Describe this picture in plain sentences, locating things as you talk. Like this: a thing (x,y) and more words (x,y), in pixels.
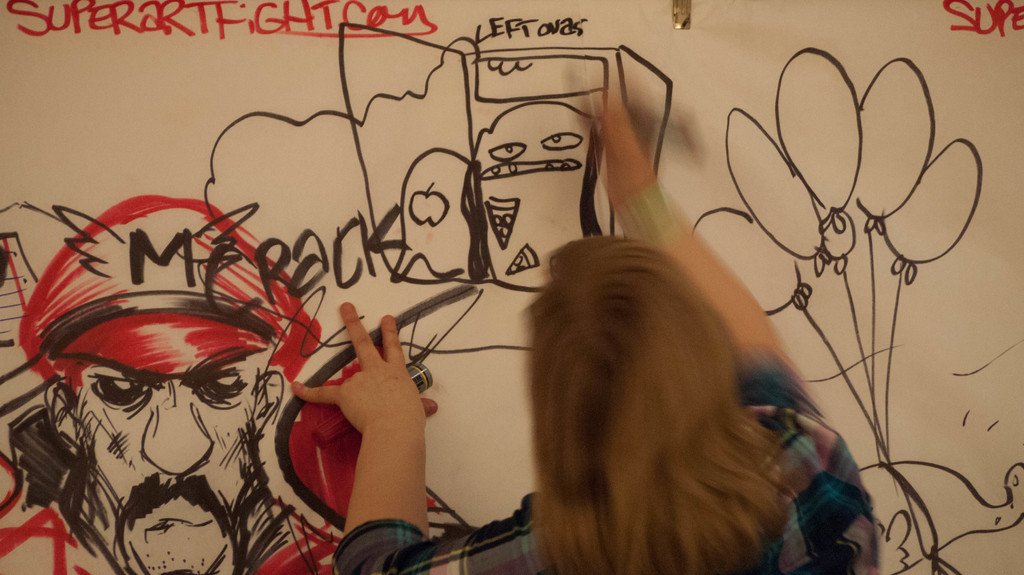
This person (597,337) is holding a marker (408,371) and sketching on this wall (279,268).
